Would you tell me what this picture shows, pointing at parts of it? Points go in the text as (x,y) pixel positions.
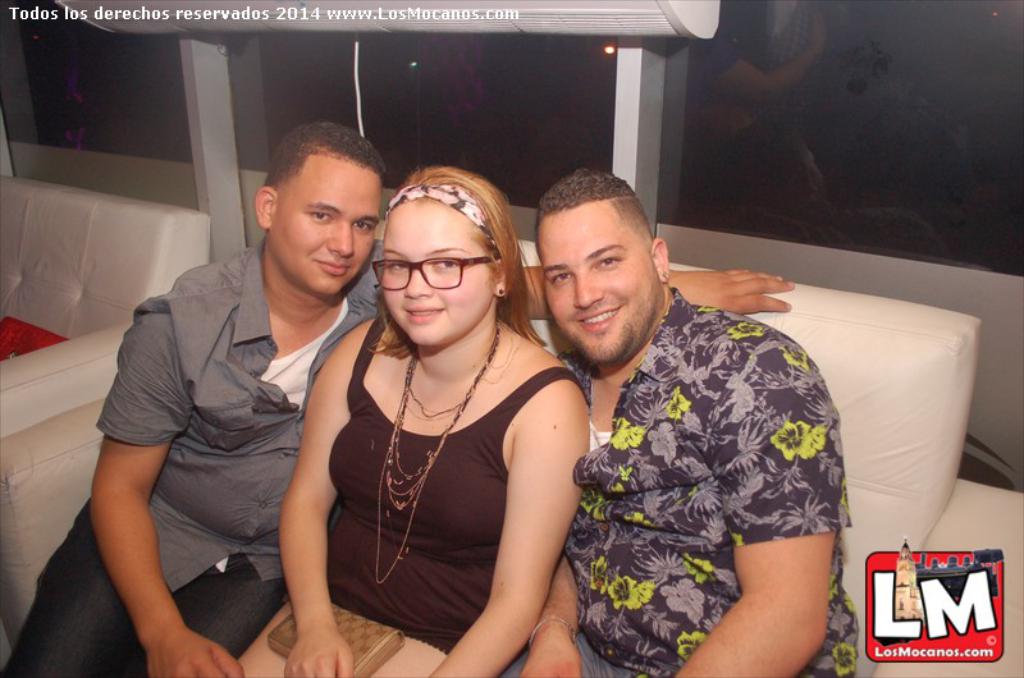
In the foreground of this image (469,574), there is a woman (431,626) holding a wallet (355,649) and two men (689,559) are sitting on a white couch (903,427). In the background (748,127), there is the glass (528,114) and the other couch (98,250).
